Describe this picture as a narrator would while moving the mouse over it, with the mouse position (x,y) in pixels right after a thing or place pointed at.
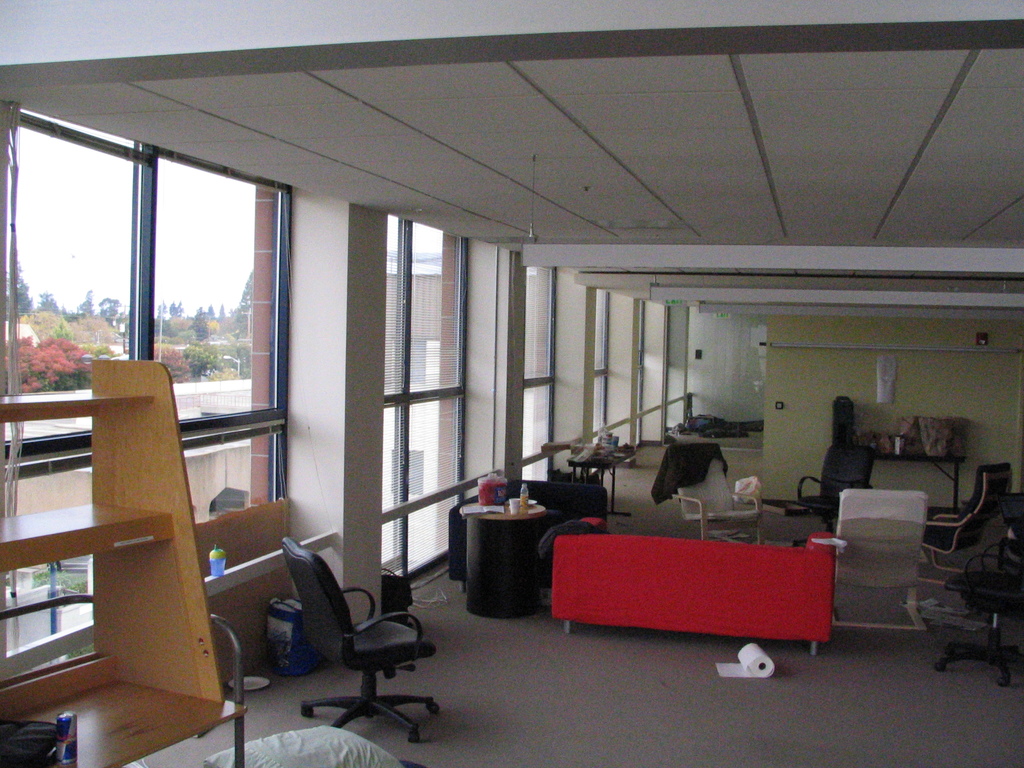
In this picture there are some tables (516,533) chairs (332,605) and shelf (125,579) was placed. In the background (855,393) there is a wall (867,382). In the left side (237,420) there are some windows (431,386). Through the windows (196,353) there are some trees (72,330) and a sky (75,242).
